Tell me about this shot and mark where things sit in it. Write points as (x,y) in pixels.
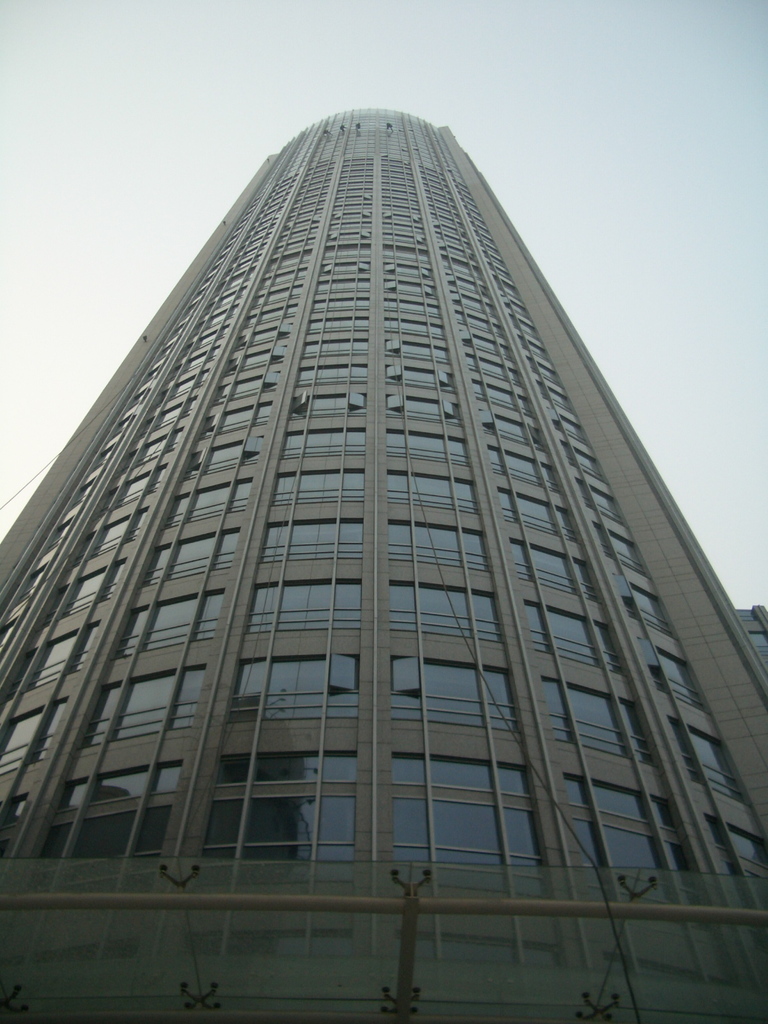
In this picture we can see a building (342,438), there is the sky (540,33) at the top of the picture (151,31), we can see glasses (505,772) of this building (390,588).
